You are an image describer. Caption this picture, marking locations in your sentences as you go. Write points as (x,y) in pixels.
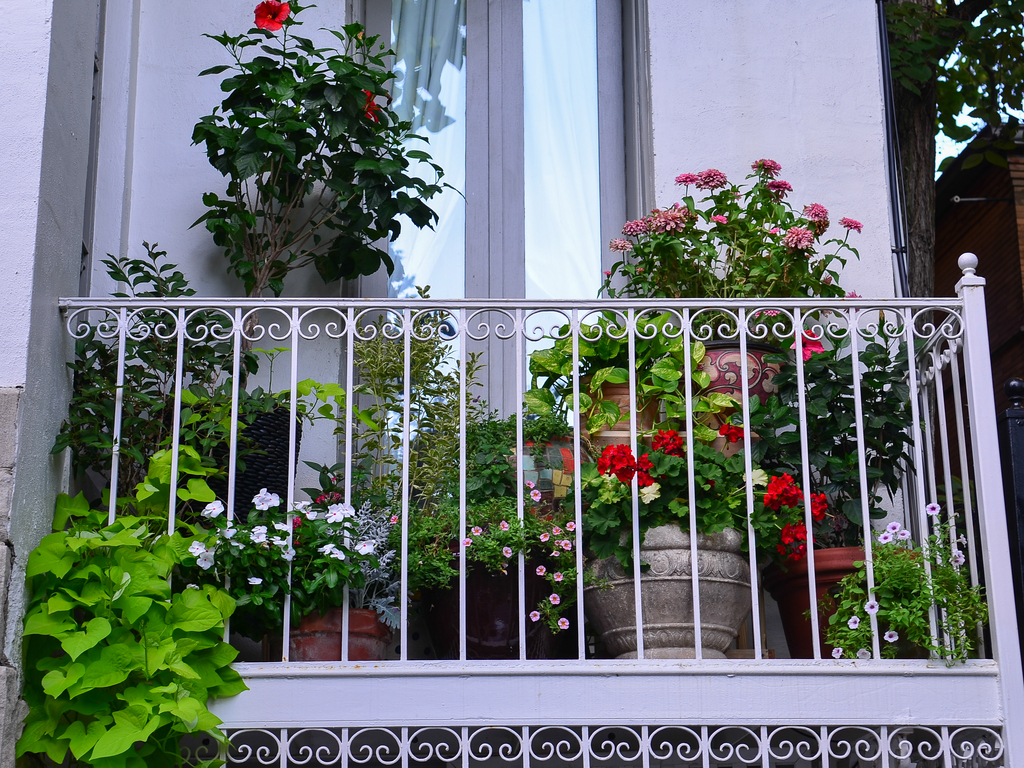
This picture shows a building (859,15) and we see a tree (925,198) and few plants (667,378) in the pots (685,568) with flowers (653,220) to the plants (274,60) and we see a window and a metal fence (756,652).
